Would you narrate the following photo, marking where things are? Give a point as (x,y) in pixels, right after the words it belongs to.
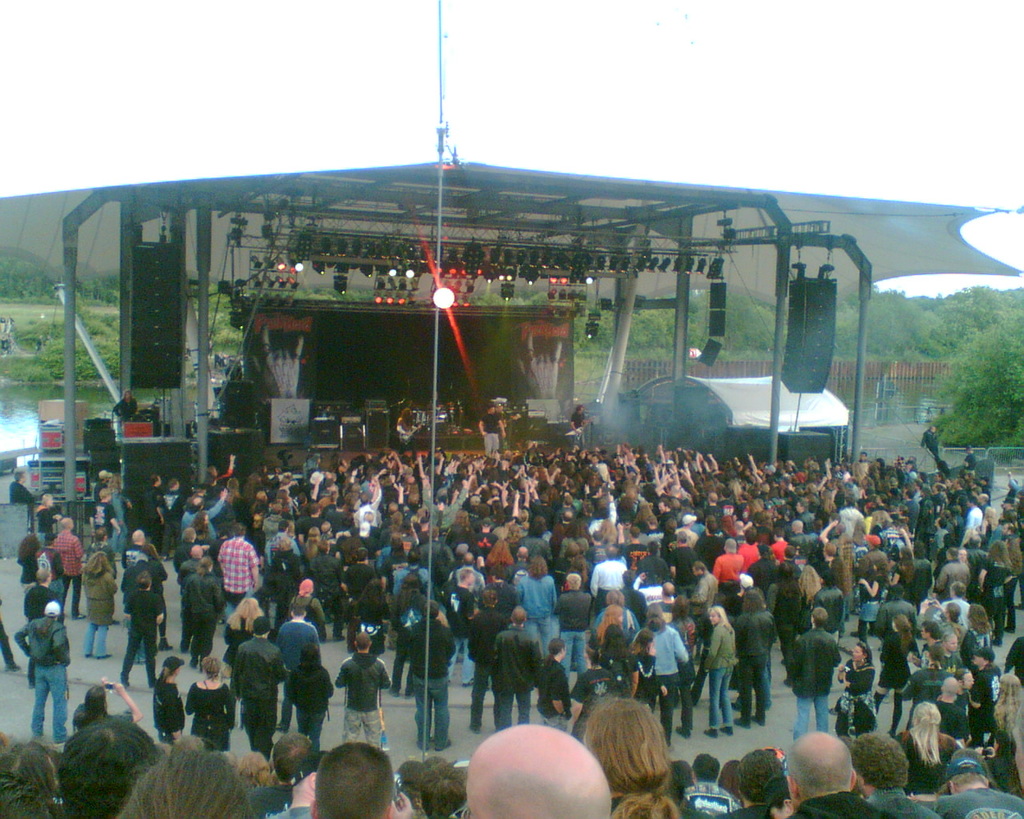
In the center of the image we can see people (493,425) standing on the stage (455,441) and there are lights (440,307). At the bottom (298,657) there is crowd (578,643). In the background (979,384) we can see a fence (936,375), trees (912,338), tent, water (14,437) and sky (133,76).
